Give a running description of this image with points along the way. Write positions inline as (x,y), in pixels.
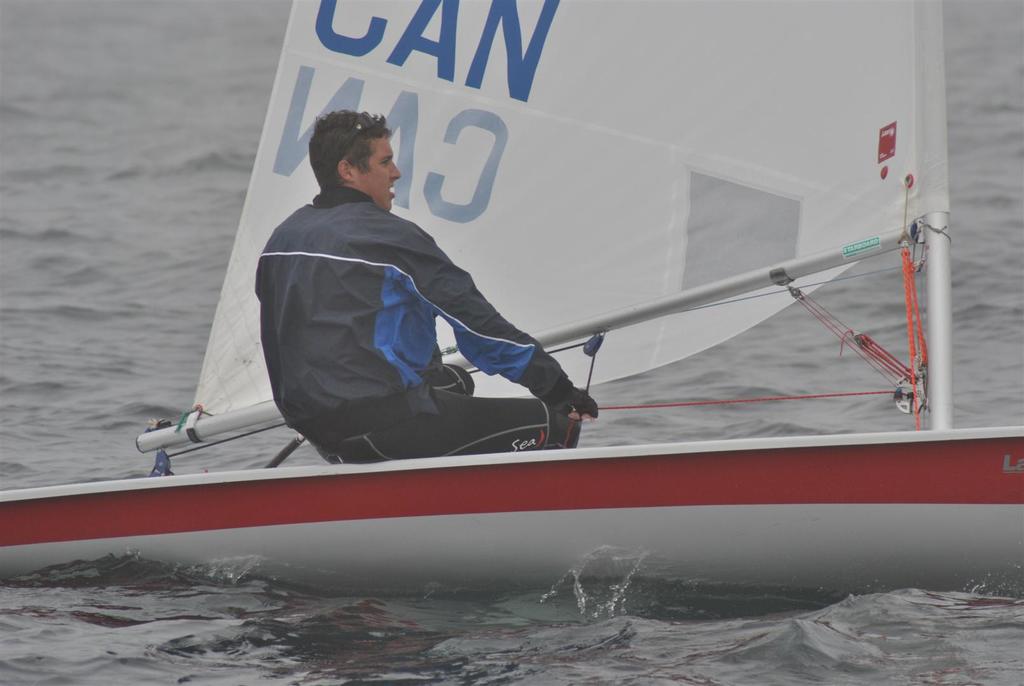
In this image we can see a person (352,371) wearing black dress (347,372) is sitting in the sailboat (370,535) which is floating on the water (481,655). Here we can see a white cloth (426,156) on which we can see some edited text (509,28) which is in blue color.
